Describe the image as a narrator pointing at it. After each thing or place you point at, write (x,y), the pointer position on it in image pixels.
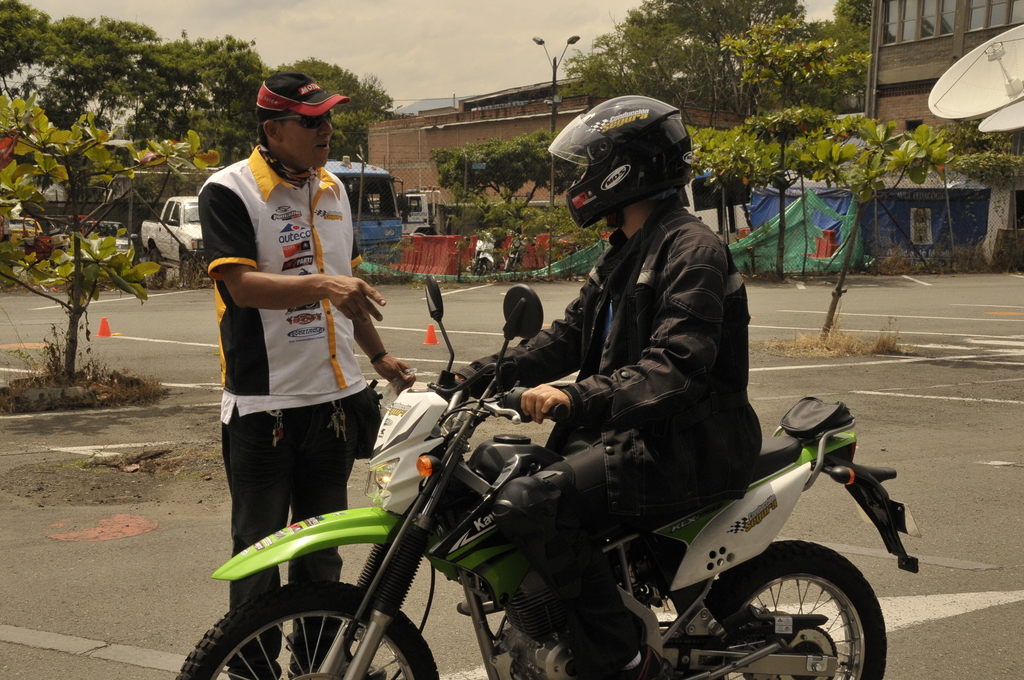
This person (709,475) sitting and holding bike (305,524) and wear helmet (596,150), this person (286,138) standing and wear cap (284,106), glasses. On the background (559,88) we can see buildings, lights (578,38), pole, trees (535,167), sky (392,40), vehicles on the road (534,286).
